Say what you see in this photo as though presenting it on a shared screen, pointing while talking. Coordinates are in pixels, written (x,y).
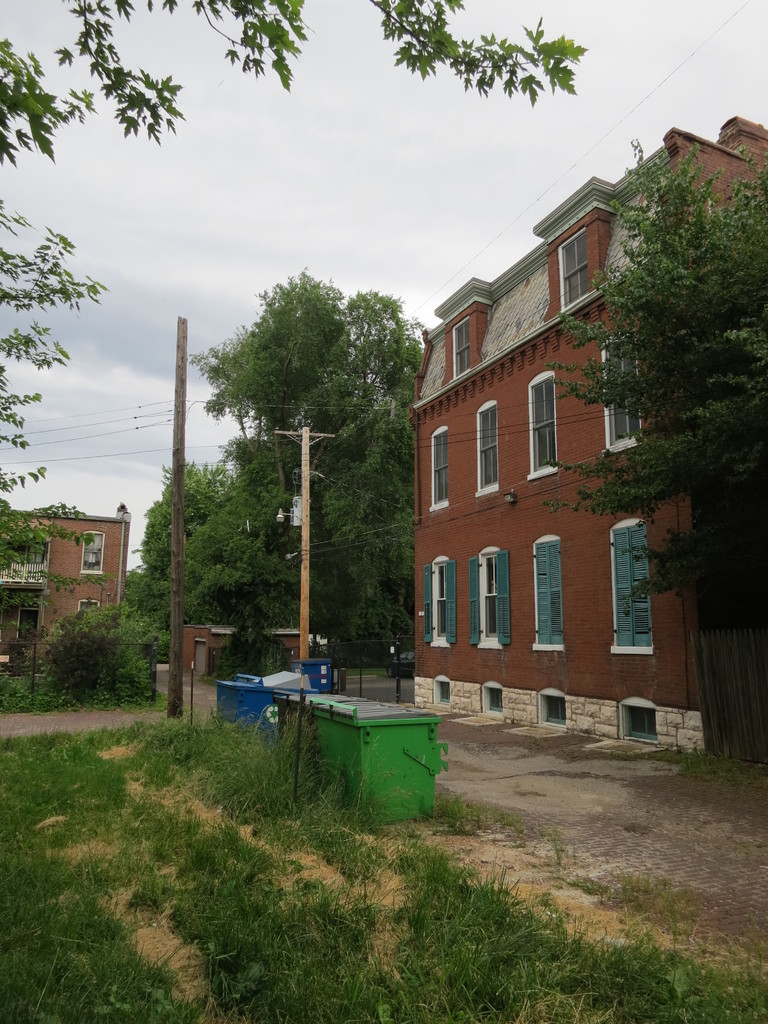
In this picture, those are looking like dustbins (378,760). Behind the dustbins (274,702) there are buildings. In front of the buildings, there are trees (286,501) and electric poles (183,424) with cables (312,545). Behind the buildings (591,560) there is the cloudy sky (217,177). In front of the dustbins (388,749) there is grass (169,921).
